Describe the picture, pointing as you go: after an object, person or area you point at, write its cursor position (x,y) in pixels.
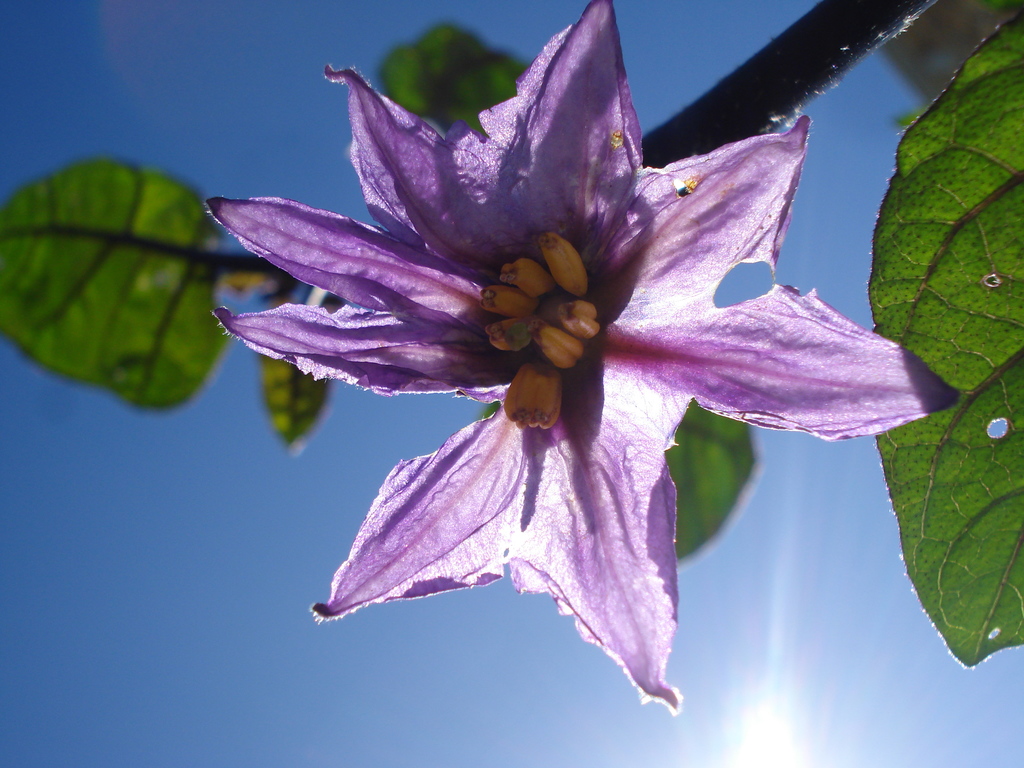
In this picture we can see a flower (641,448) and leaves (968,561) to the stem (778,115). Behind the flower (448,295), there is the sky (226,589).
